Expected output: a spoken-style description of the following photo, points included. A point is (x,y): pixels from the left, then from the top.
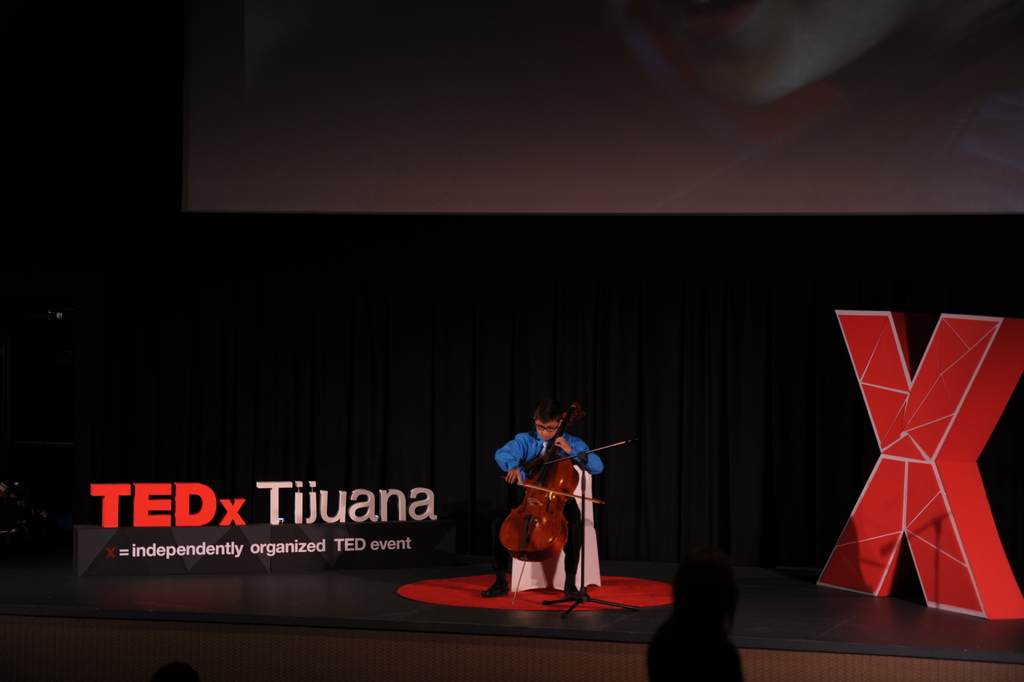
In this image the child (577,511) is sitting on the chair (585,527) and playing a cello (526,552) on the stage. At the background (492,355) we can see a black curtain (683,339).
